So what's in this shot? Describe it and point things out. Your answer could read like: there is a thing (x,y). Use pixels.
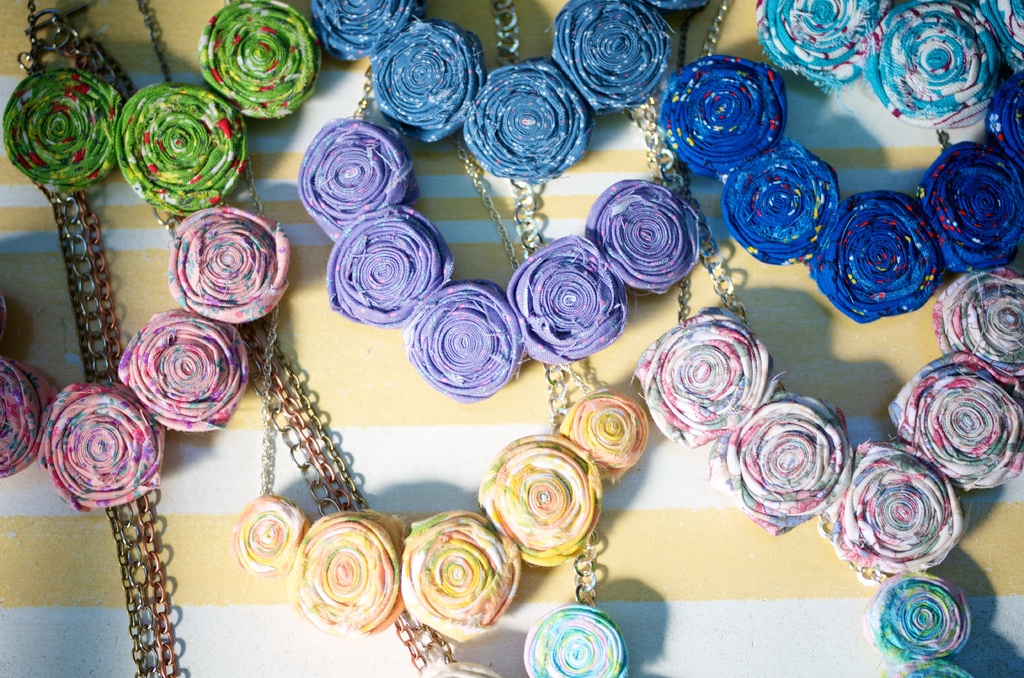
Here in this picture we can see number of colorful handmade roses (242,285) with cloth (161,163) are present on the table (309,334) over there and we can also see chains (252,335) in between them over there.
